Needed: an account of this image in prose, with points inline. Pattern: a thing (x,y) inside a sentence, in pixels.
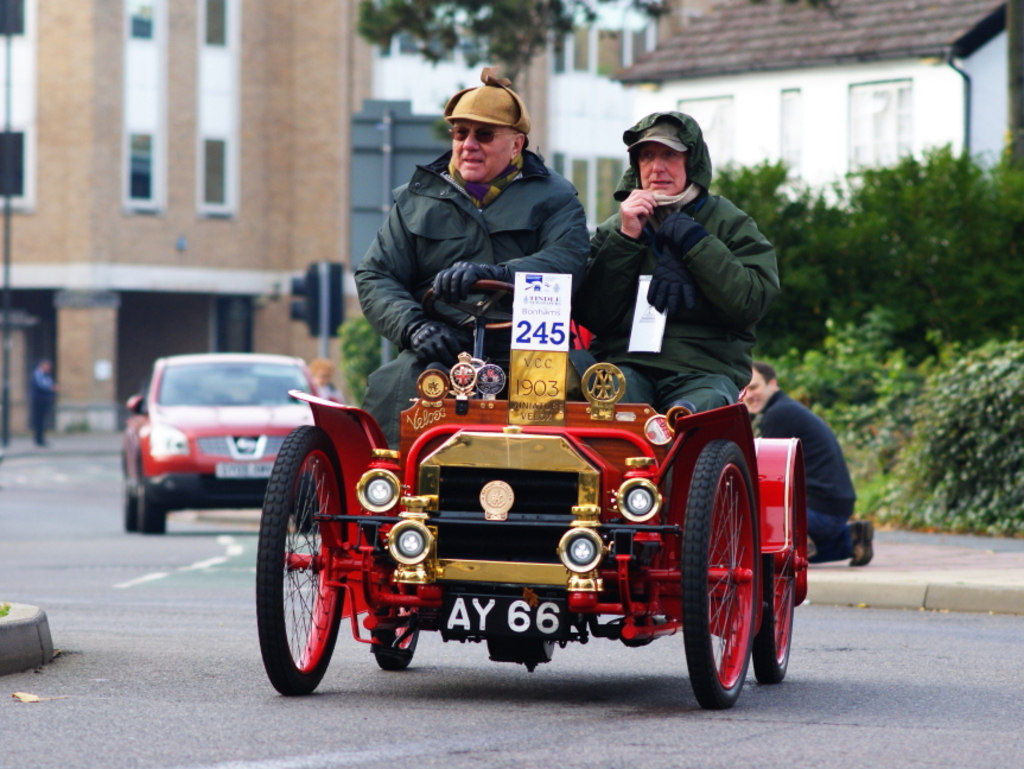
There are two members (646,205) in this picture who were riding a vehicle (532,526) of four wheels (700,553). In the background (198,457) there is a car (234,400). We can observe some trees (857,276), building (237,175) here.
